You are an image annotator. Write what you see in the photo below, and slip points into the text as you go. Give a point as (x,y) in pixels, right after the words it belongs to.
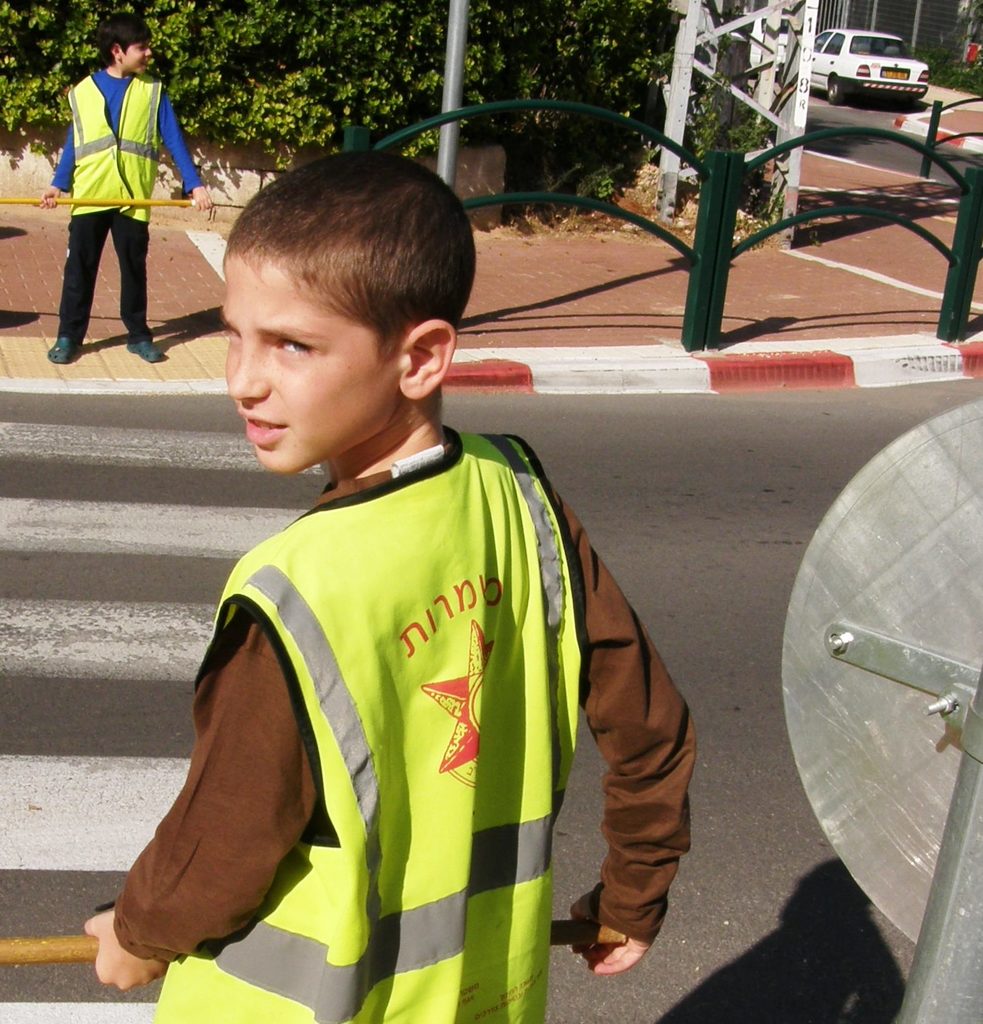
This picture is clicked outside the city. In front of the picture, we see a boy (369,568) in the green jacket (355,694) is standing and he is holding a stick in his hand (106,928). Beside him, we see a pole (974,871) and a board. On the left side (106,125), we see a boy (156,133) in the green jacket (143,101) is standing. He is holding a stick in his hands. Beside him, we see a pole (458,7) and the green color railing (688,251). Behind him, we see the trees (439,97). Beside that, we see an electric tower (809,24). In the right top (843,32), we see a car (882,69) is moving on the road (857,108). Beside that, we see a board (974,53) in red color. Behind that, we see a building (954,3).
